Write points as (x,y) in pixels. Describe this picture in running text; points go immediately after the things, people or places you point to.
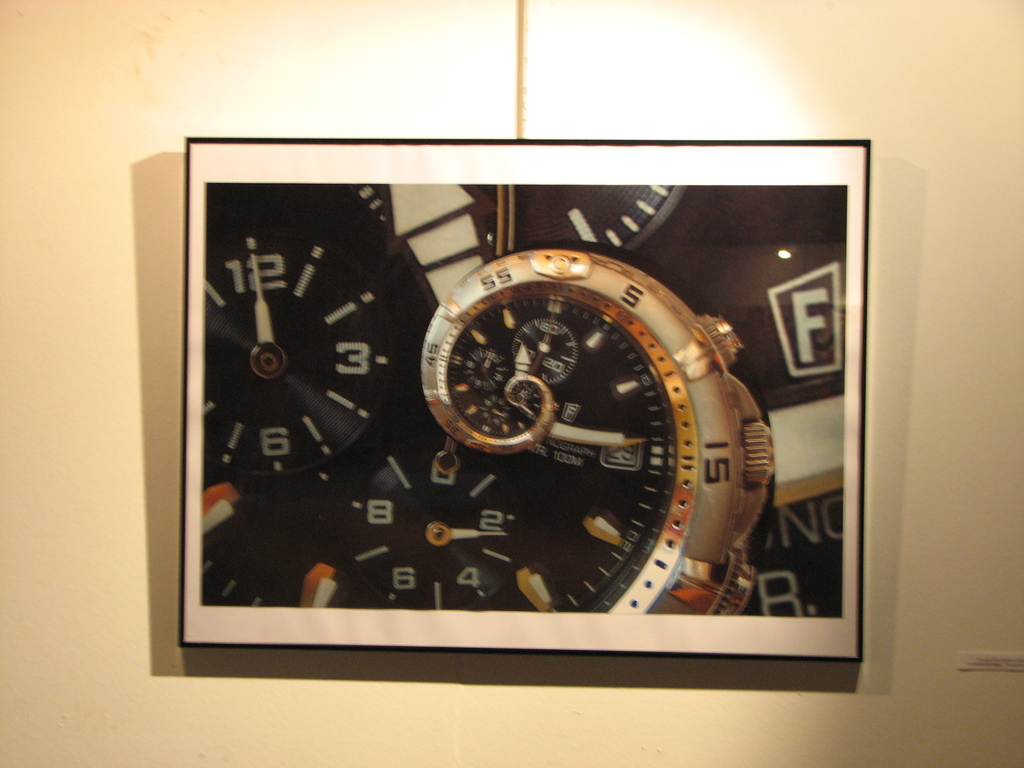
This image is taken indoors. In the background (136,569) there is a wall (468,751). In the middle of the image (488,361) there is a photo frame (541,394) on the wall (930,491).
